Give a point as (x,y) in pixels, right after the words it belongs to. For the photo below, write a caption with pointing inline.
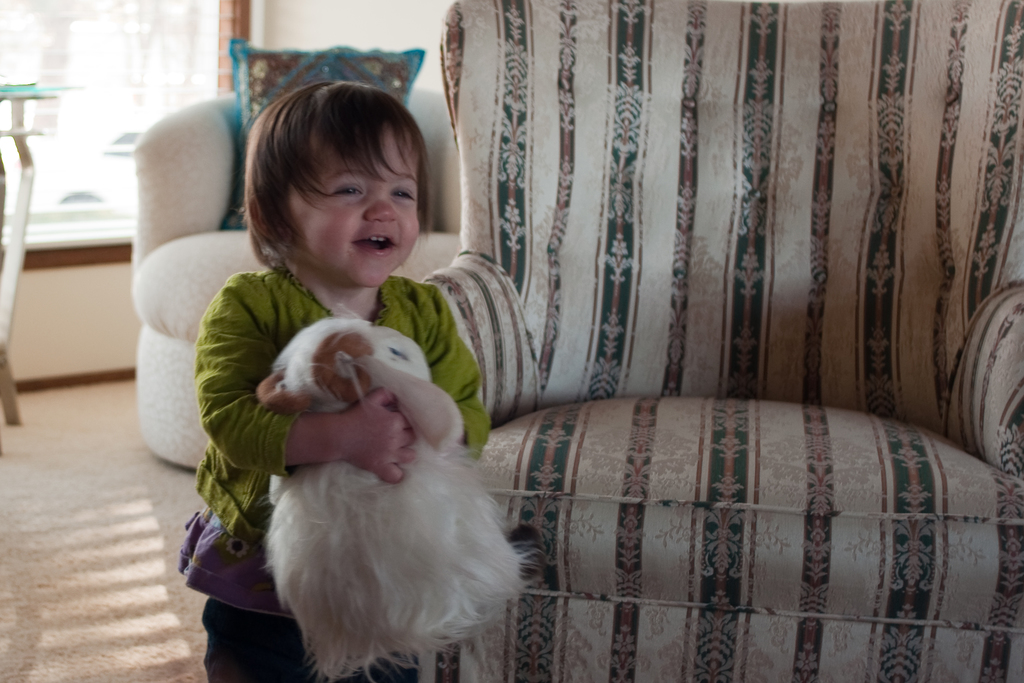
In this image we can see a child (284,431) standing on the floor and holding a soft toy (339,498) in the hands (378,436). In the background (701,495) there are couches (151,239) and a window (98,153).
